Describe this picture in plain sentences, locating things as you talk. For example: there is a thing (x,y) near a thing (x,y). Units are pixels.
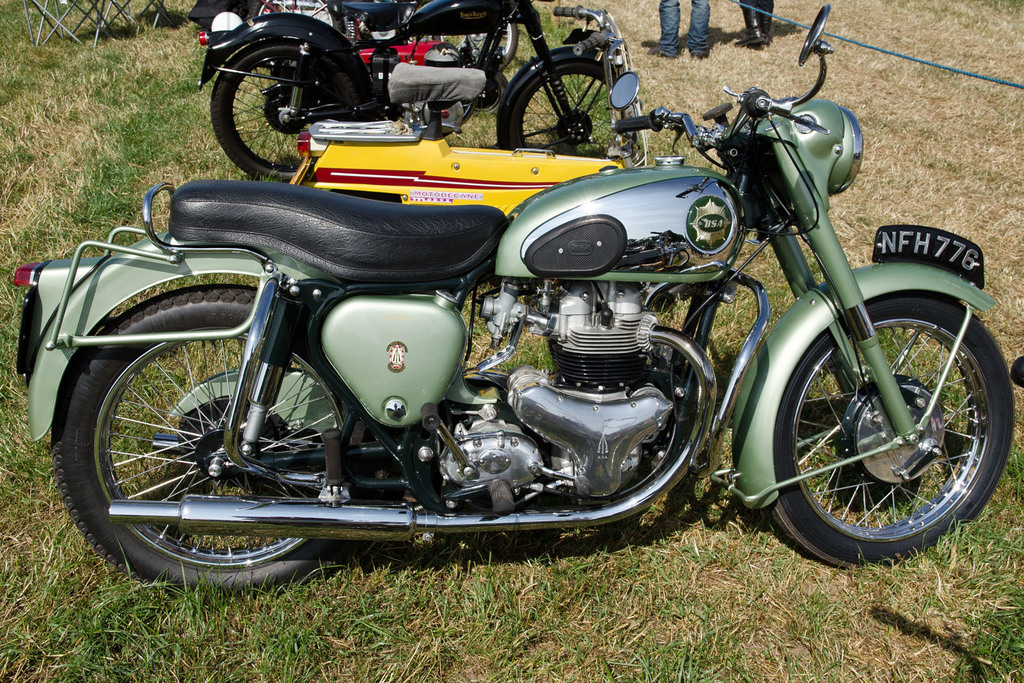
In this image in the center (356,353) there are vehicles (317,281), and at the top (675,19) there are two people legs (664,21) are visible and objects (97,20). At the bottom (758,509) there is grass (792,79) and there is a rope (915,60) in the top right hand corner (802,23).
